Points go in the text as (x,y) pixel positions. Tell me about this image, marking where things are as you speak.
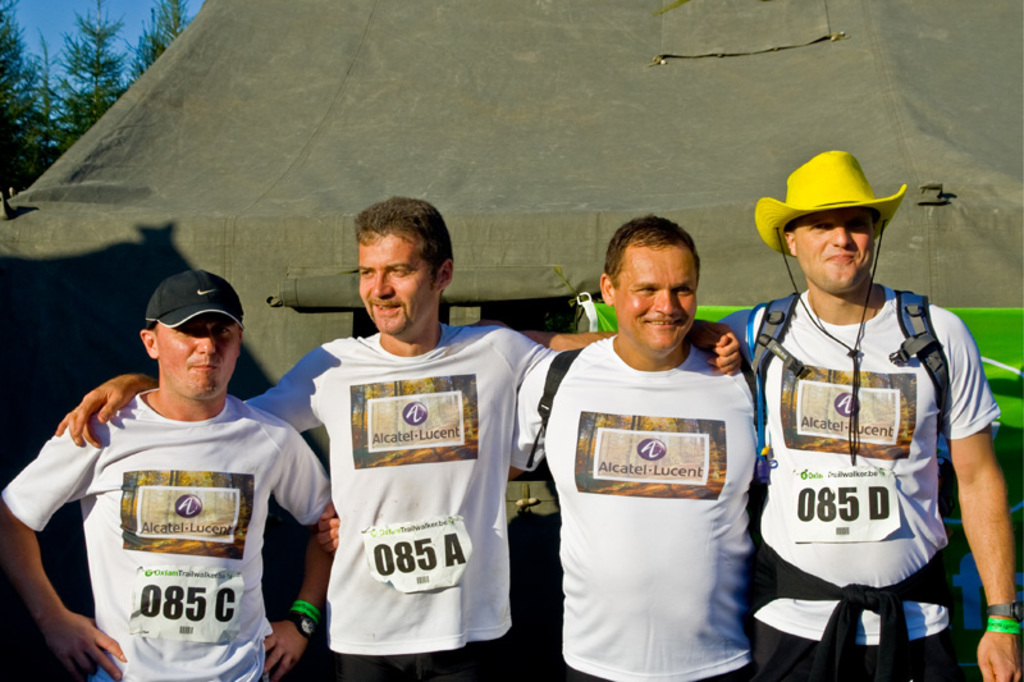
In this image there are four men (618,481) in the middle (668,448) who are wearing the white t-shirt (730,536) on which there are badges (416,577). In the background (587,113) there is a tent (624,130). On the left side (67,82) top there are trees (107,97). The man (851,303) on the right side (905,322) is wearing the cap (817,194).
